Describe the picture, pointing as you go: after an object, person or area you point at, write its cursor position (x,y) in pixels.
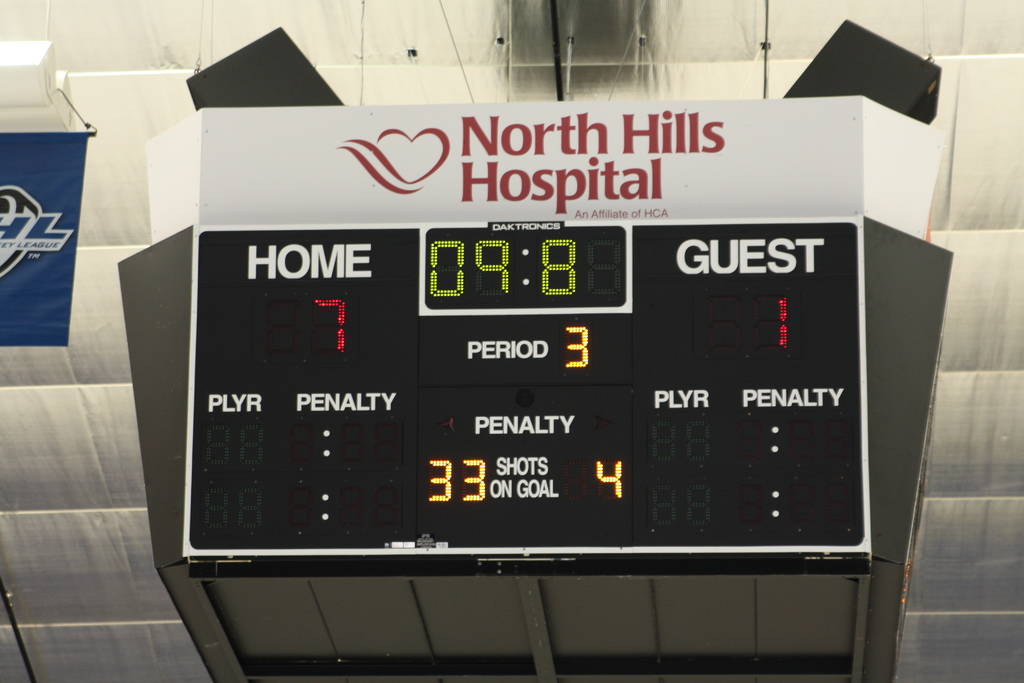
In this image I can see the electronic scoreboard (455,344) and I can see the name north hills hospital (576,178) is written on it. To the left (8,290) there is a blue color banner (30,313). In the background (341,62) I can see the roof (793,82).
